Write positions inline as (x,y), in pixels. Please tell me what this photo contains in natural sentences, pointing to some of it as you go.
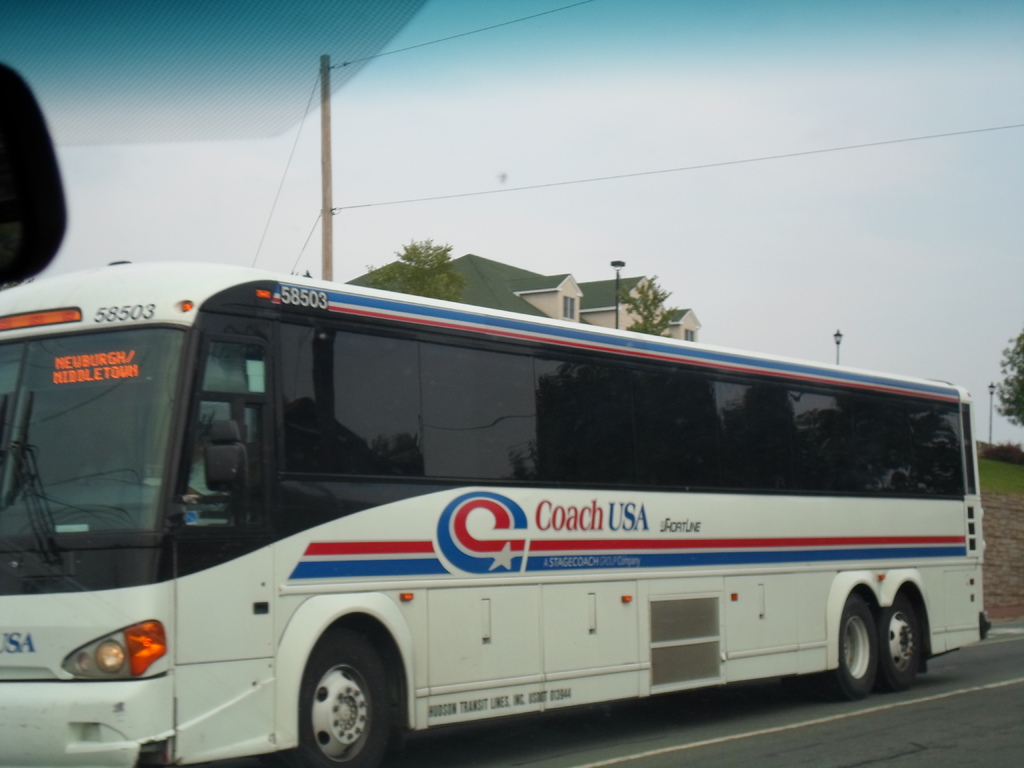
In this picture we can see a bus (575,642) on the road (941,698), grass (991,469), trees (404,271), poles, building (511,273), windows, wires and in the background (698,118) we can see the sky (746,213).
